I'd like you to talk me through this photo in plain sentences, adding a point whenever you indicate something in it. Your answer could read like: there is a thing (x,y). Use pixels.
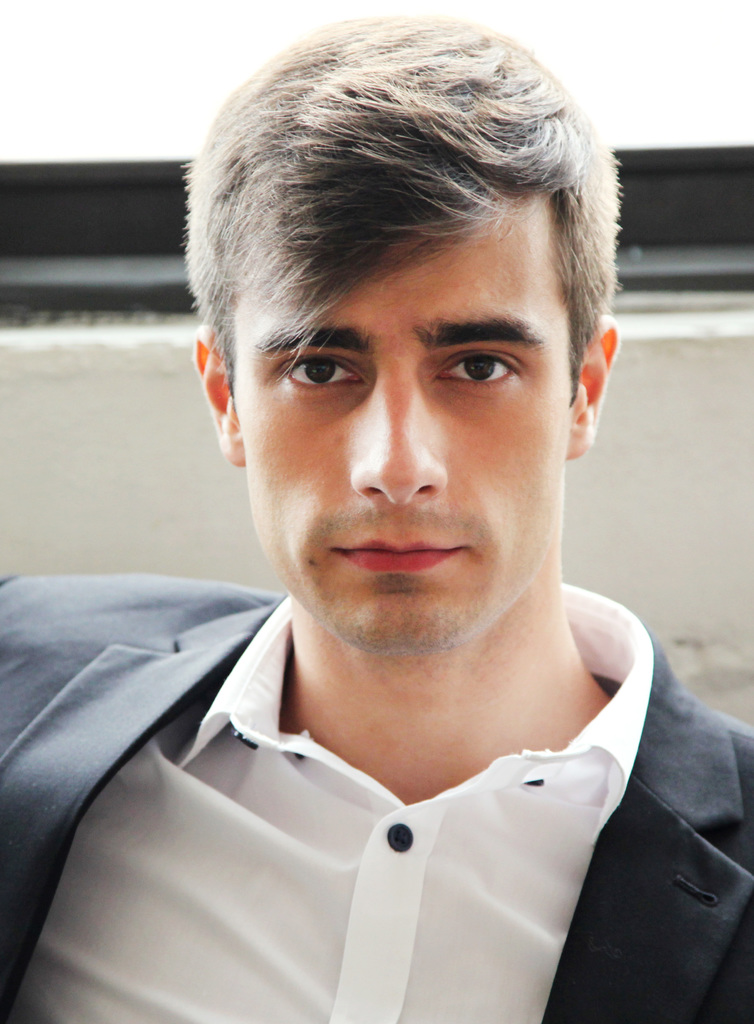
In the foreground of this image (480,693), there is a man (287,778) wearing coat (93,723) and it seems like there is a wall (114,345) in the background (97,358).
